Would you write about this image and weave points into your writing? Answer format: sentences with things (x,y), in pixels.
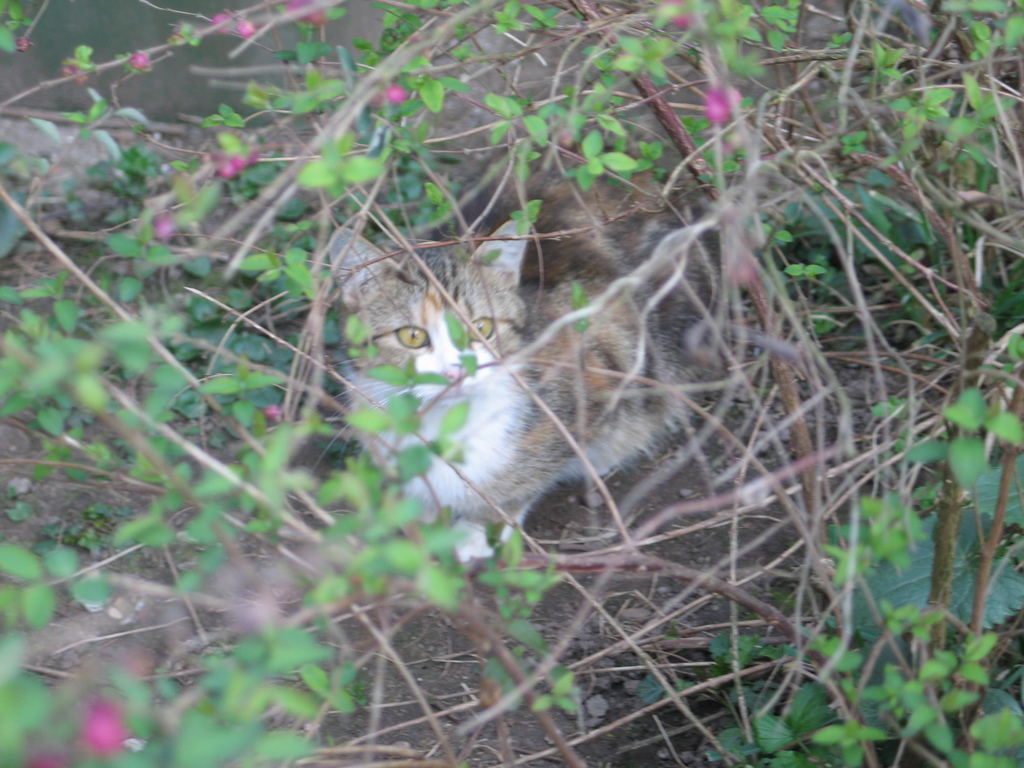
In the image there are plants (697,178) and under the plants (439,375) there is a cat (545,394).
